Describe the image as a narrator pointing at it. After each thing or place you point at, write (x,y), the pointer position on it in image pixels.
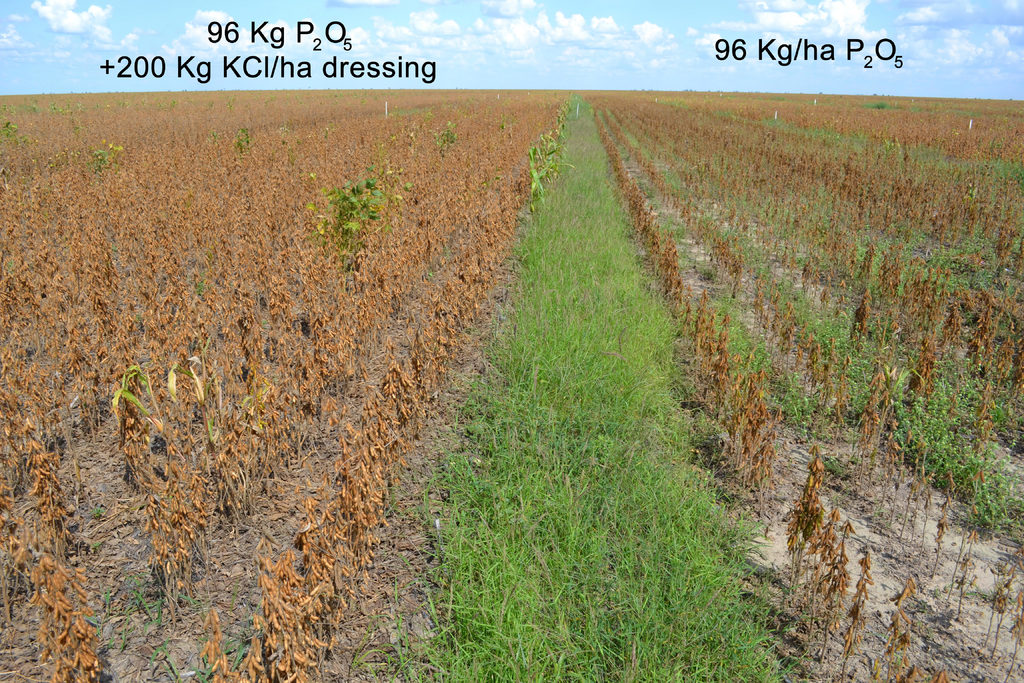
On the left side (257,185) these are the dried plants (291,254), in the middle (581,369) this is the green grass (567,445). At the top (563,51) it's a sunny sky (580,49).
